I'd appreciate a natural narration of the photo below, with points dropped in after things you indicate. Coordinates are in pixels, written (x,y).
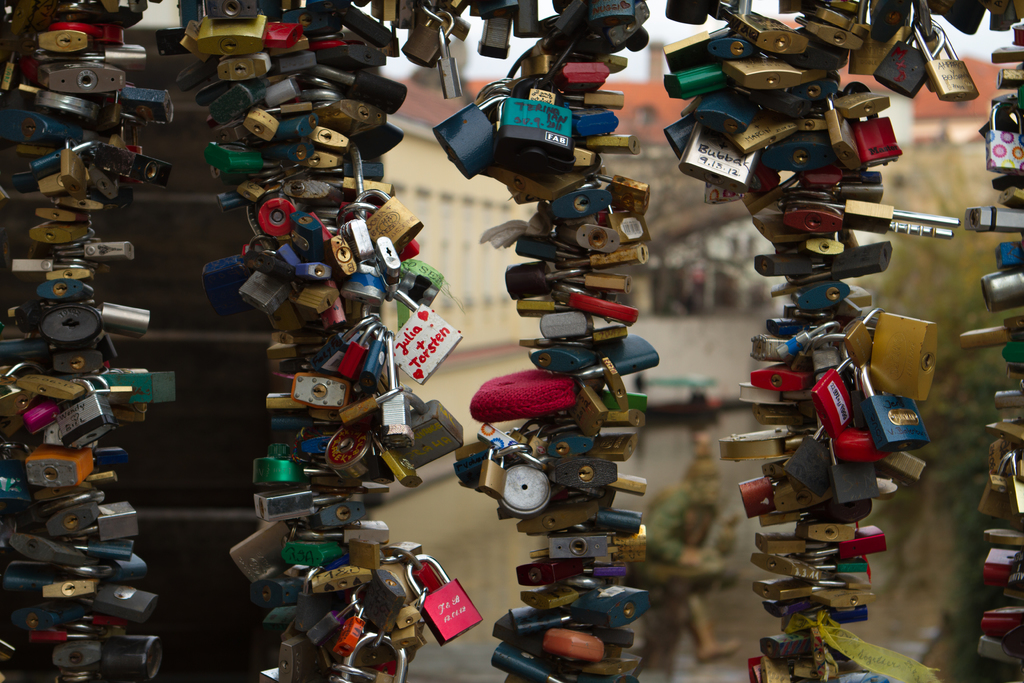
In the picture we can see a five rows of locks (66,391) which are in different colors like red, blue, gold and behind it we can see a house building (941,126) which is not clearly visible.
